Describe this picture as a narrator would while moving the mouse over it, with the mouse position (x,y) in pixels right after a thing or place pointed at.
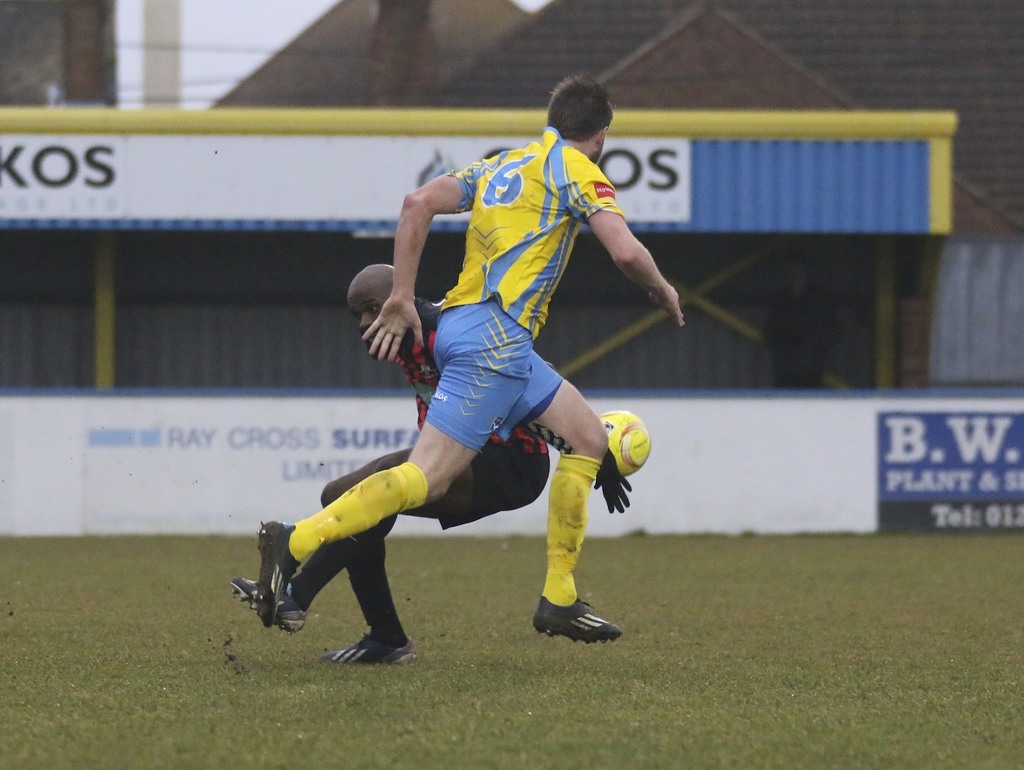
In this picture two guys (375,312) are playing football, in the background (228,477) there is a stand (197,466) which is named as RAY CROSS SURF. The picture is clicked in a football stadium (108,629).
